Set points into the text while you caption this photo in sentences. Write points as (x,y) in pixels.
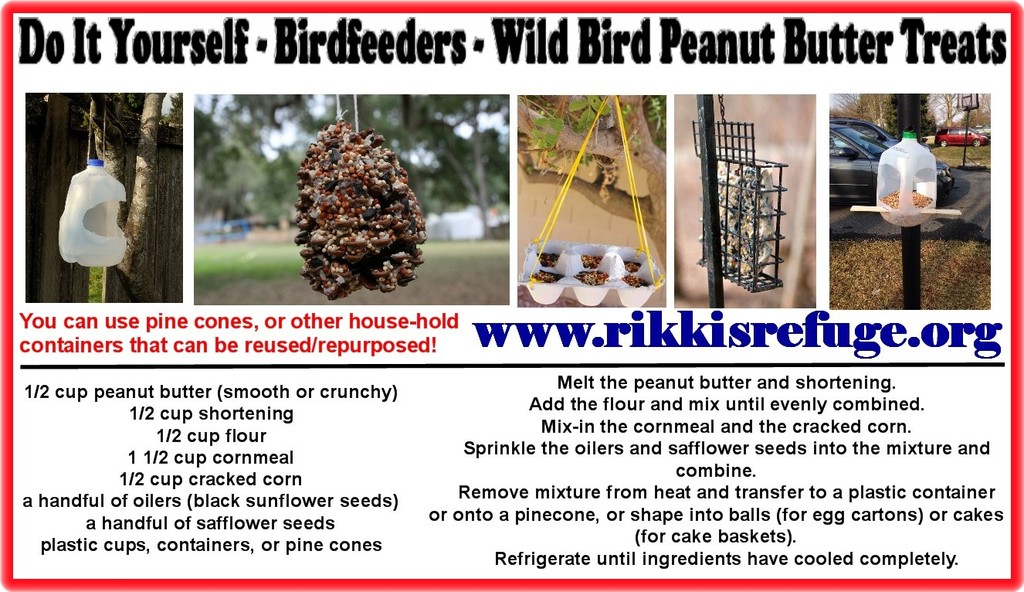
In the image there is a poster (460,46). At the top of the image (143,32) there is something written on it. There are few collages (340,226). In the first image there is a white bottle (84,227) with a cut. In the second image there is an object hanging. In the third image white tray (544,251) hanging with ropes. In the fourth image there is a pole (710,274) with grill (757,218). Inside the grill (751,166) there is an object (749,207). And in the fifth image there is a bottle (893,213) on the pole (907,107). Behind the bottle (923,157) there are cars (865,130) and trees (960,125). Below these images there is something written on it and also there is a website address (872,328).
